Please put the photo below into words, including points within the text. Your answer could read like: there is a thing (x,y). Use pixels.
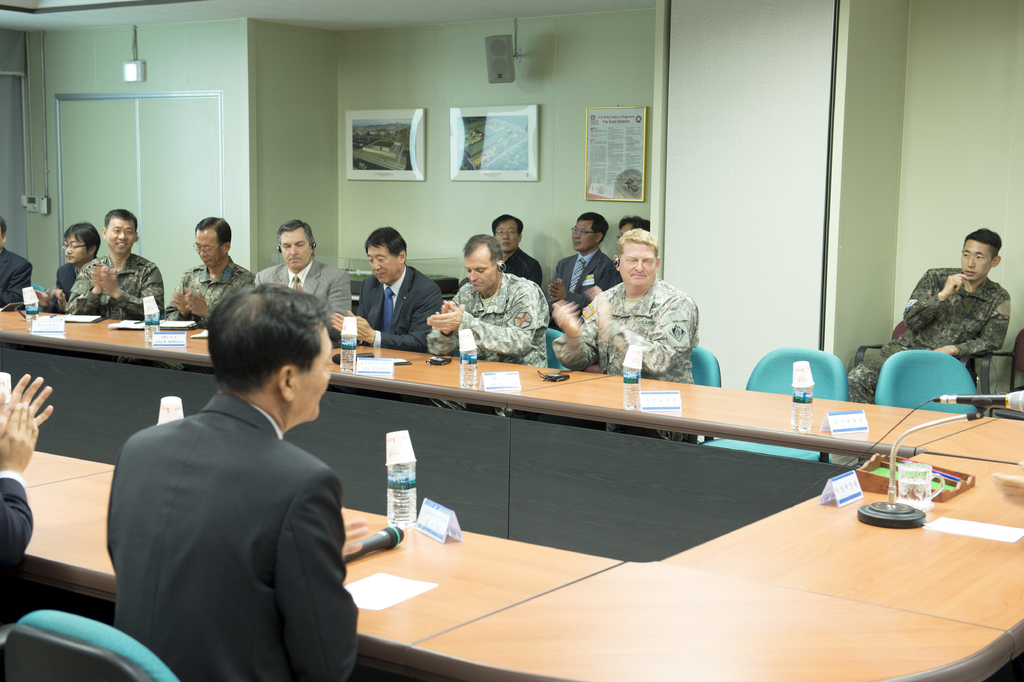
This picture shows a conference hall (449,272) and there are some people (362,299) sitting around conference table (541,472) in their chairs (845,391). On the table (419,568) there is a mic (383,543), nameplate (429,517), water bottle (402,480) and a glass (919,493) here. In the background (509,138) there are some photo frames (391,125) attached to the wall (372,74). We can observe a speaker (495,60) here.
